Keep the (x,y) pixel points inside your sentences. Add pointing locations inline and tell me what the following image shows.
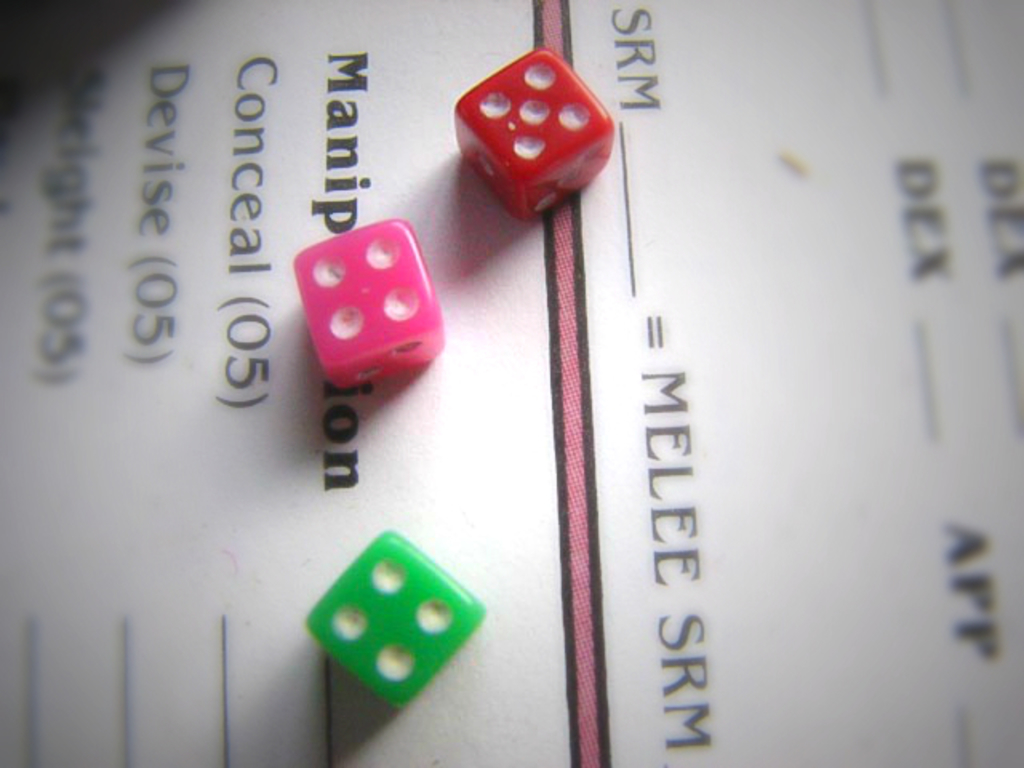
As we can see in the image there are posters (299,316) and dice (381,340). On posters (586,73) there is something written.
